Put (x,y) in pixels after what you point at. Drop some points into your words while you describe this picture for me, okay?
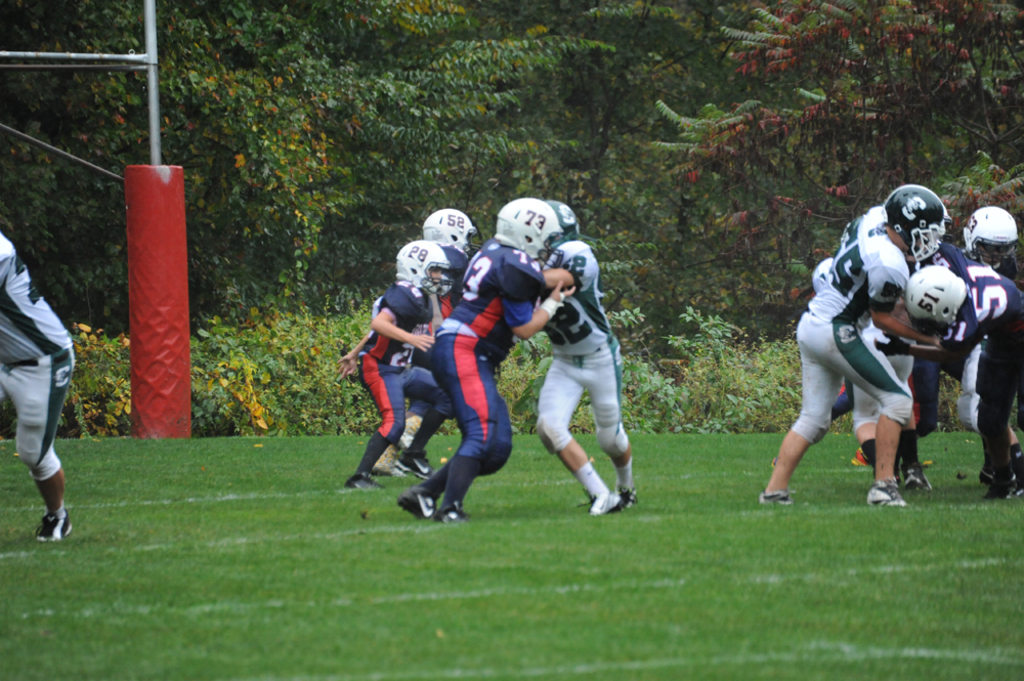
In this image there are people (604,325) playing game wearing helmets (507,214). At the bottom of the image (508,551) there is grass (589,641). In the background of the image (411,192) there are trees (336,140). There is a pole (126,61).
